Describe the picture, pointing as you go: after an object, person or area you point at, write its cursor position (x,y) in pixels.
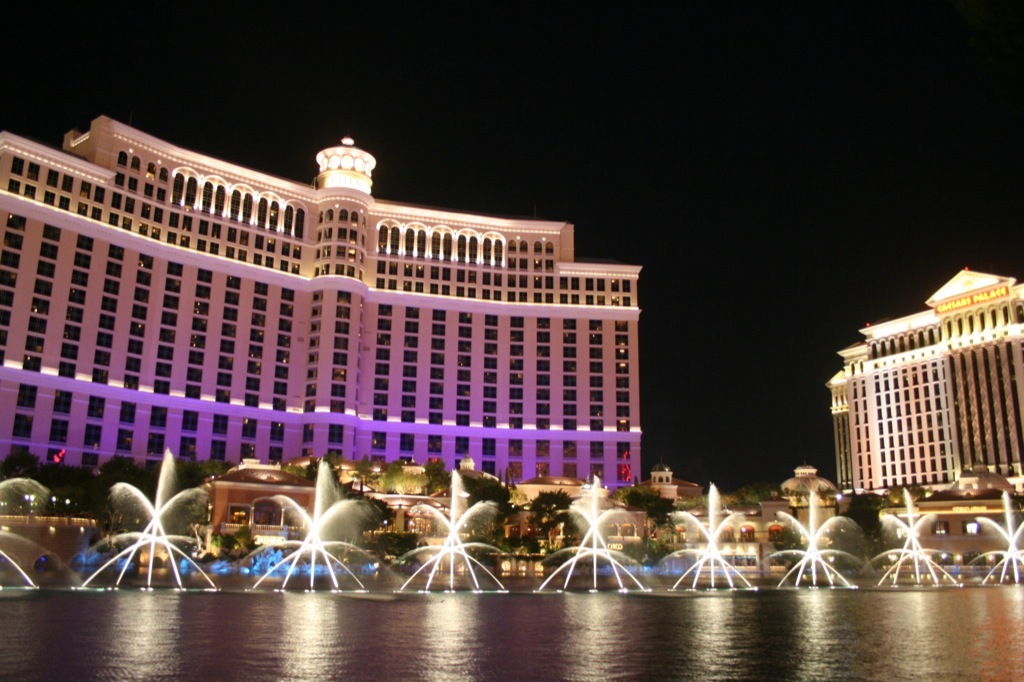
In the background of the image (416,270) there are buildings (574,465). There are trees (58,498). In the center of the image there is water fountain (351,556). At the bottom of the image (561,639) there is water (435,662).
